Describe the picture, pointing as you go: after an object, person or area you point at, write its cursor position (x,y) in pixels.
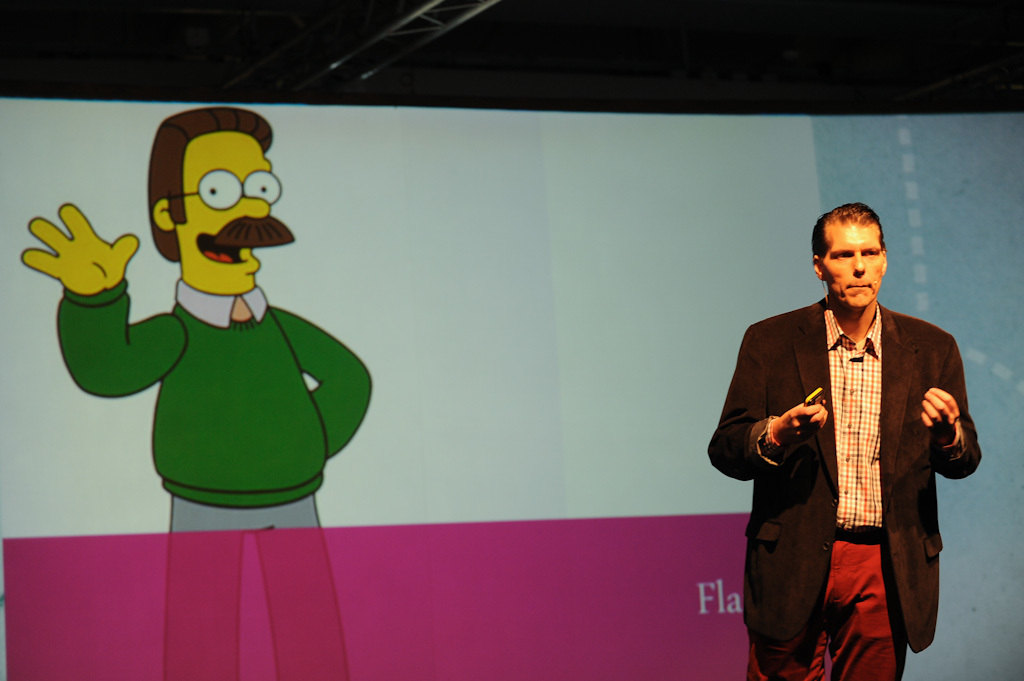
In this picture there is a person (926,484) standing and holding the device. At the back (1002,403) there is a screen (340,240). In the screen (204,269) there is a person (204,167) standing and there is a text (735,601) on the screen (327,550). At the top (425,13) there is a rod (393,30).
